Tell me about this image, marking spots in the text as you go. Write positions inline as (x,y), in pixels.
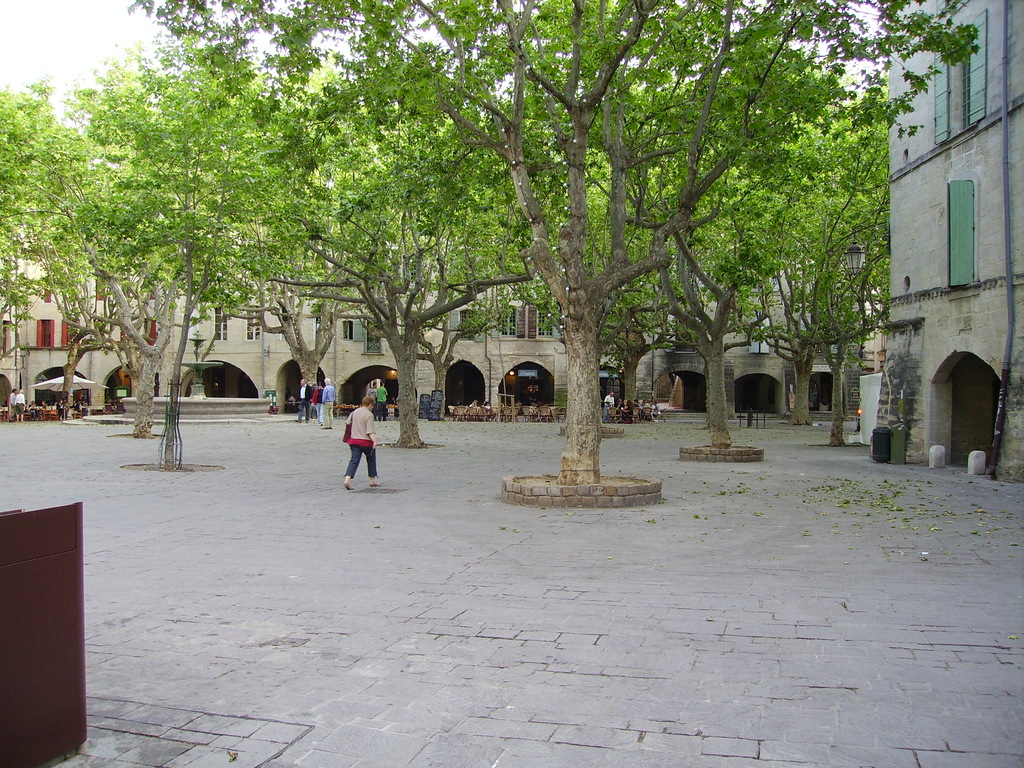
In this image in the front (69,564) on the left side (37,615) there is an object (53,623) which is brown in colour. In the background (274,337) there are trees (577,369), buildings (653,385) and there are persons (330,410).
